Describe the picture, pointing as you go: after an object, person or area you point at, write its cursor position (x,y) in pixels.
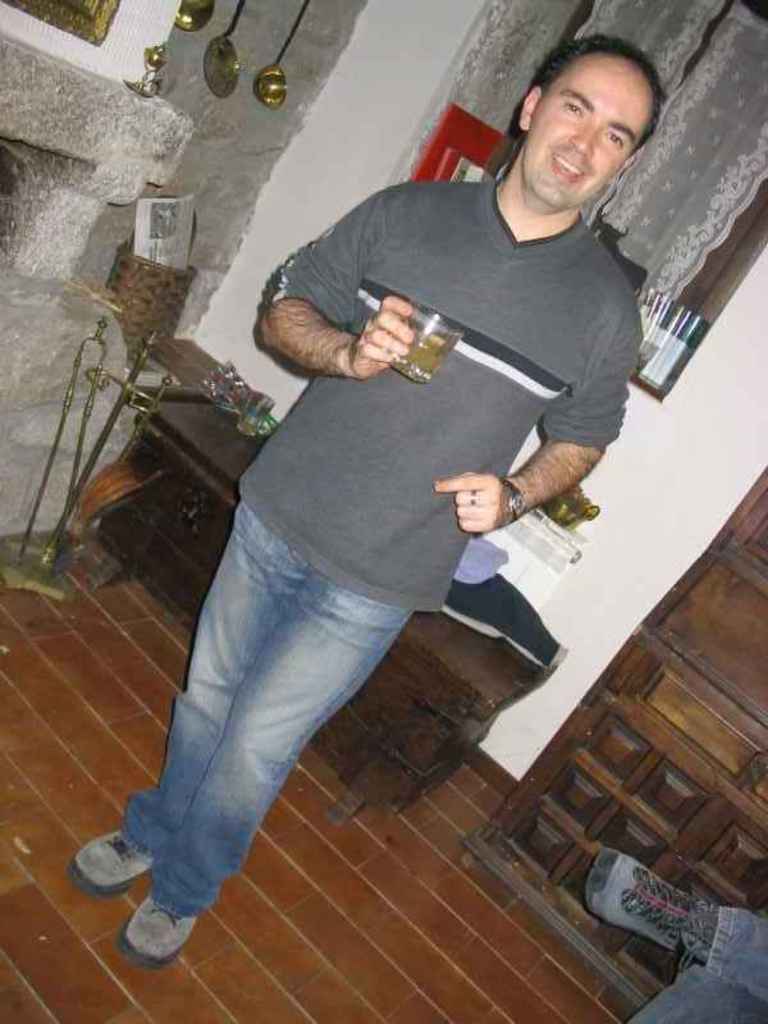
In the center of the picture (367,432) there is a person (398,378) holding a glass (409,374), behind him there are desk (182,455), glass (255,408), paper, basket (169,308), bowl (572,520) and other objects (526,537). In the background (700,232) there are books (665,304), curtain (658,141) and window (764,207). On the left (59,142) there are spatulas (287,47) and a fireplace (52,185). On the right (680,958) there are persons legs (682,933) and a wooden object (633,783).
